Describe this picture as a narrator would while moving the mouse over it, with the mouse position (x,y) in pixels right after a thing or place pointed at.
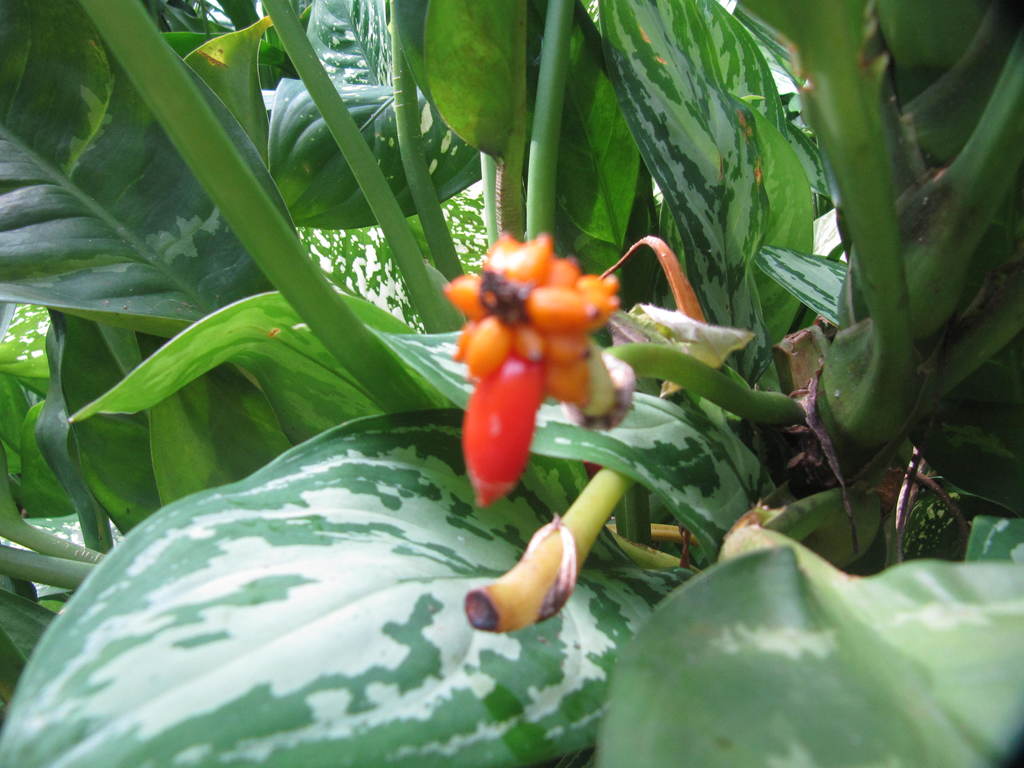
The picture consists of plants (360,358). In the center (559,327) there is a flower (522,368).
